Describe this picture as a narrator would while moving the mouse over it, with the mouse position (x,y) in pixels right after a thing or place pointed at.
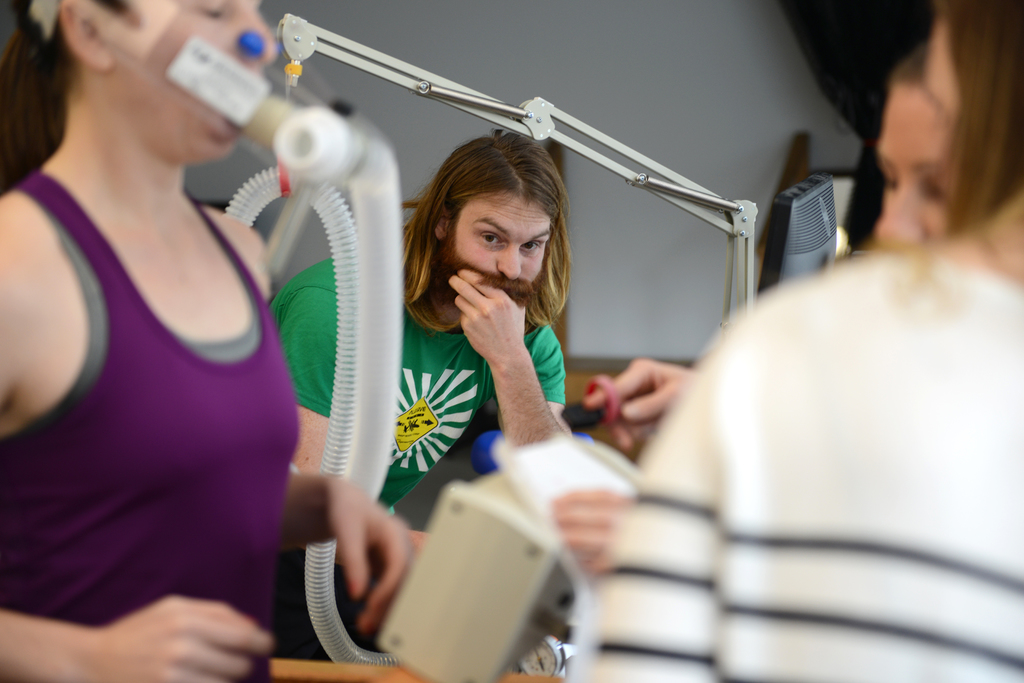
In this image I can see a person (159,433) wearing purple colored dress (102,457), another person (835,537) wearing white and black colored dress (819,516) and a man (449,377) wearing green colored t shirt (434,372). I can see few white colored pipes (364,196), a cream colored object (415,629) and a metal rod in front of them. In the background (613,296) I can see the white colored wall (628,48) and few other objects (827,260).
